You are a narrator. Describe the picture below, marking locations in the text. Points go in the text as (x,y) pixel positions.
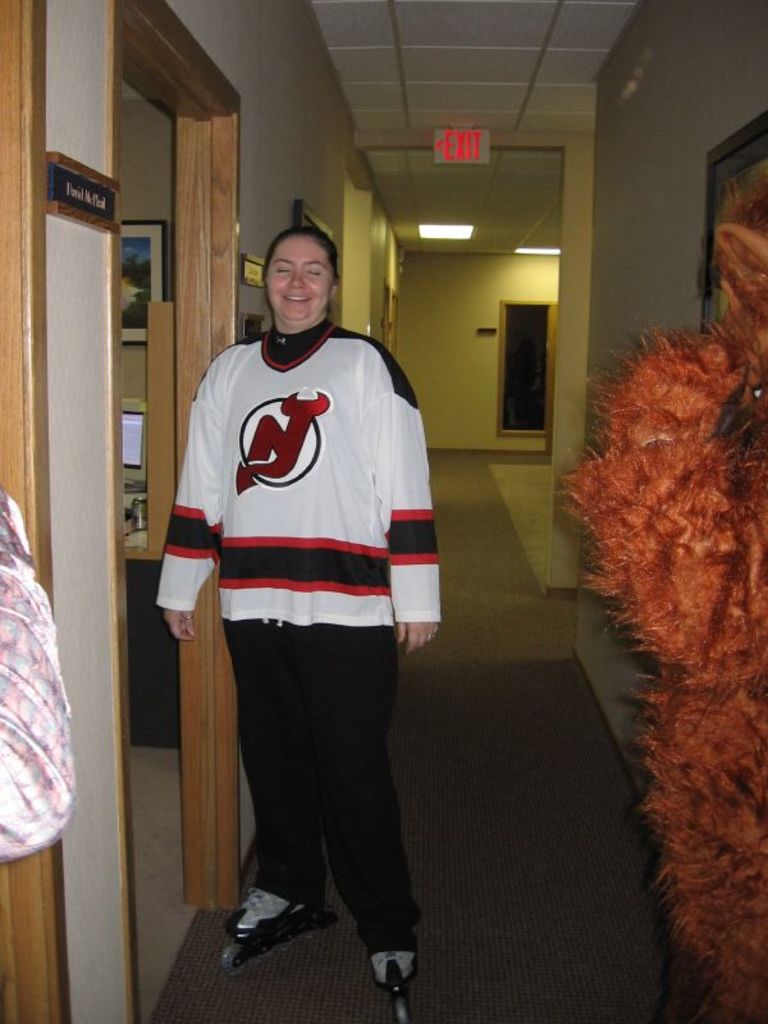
In this image I can see two people (332,545). One person (361,473) is wearing the white, red and black color dress (301,525) and another person (668,494) with the brown color costume (721,664). To the side I can see the boards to the wall (79,313) and I can see the system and the frame (130,225) inside the house (120,220). In the top (430,235) I can see the exit board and the lights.
